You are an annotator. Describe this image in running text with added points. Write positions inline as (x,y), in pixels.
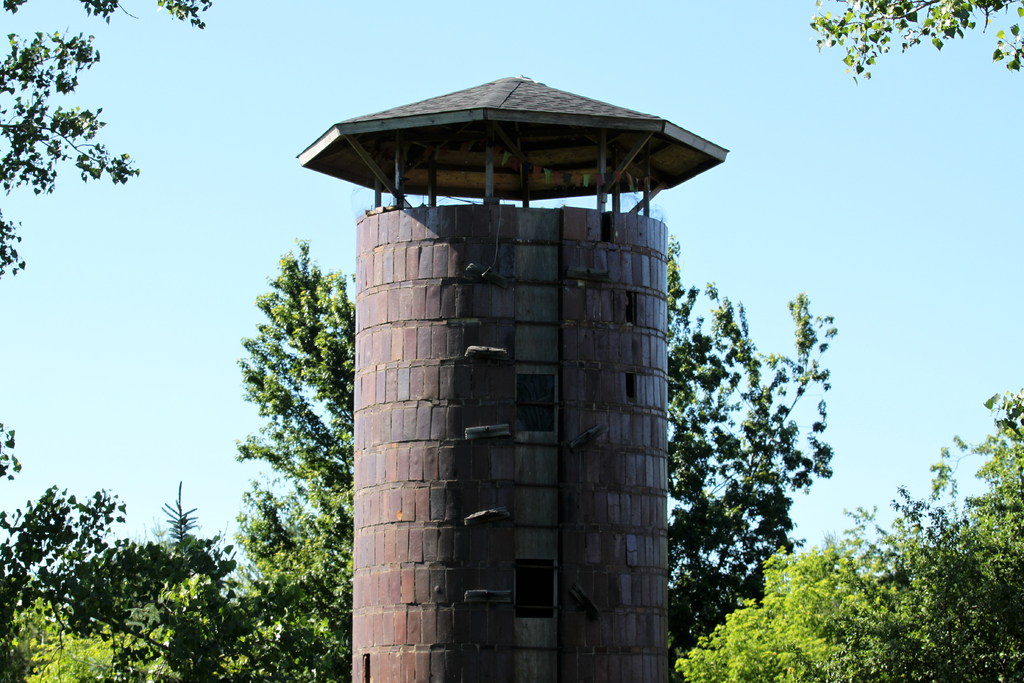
In this image in the foreground (446,321) there is an object (434,402), it look like a minaret (615,292), on which there is a roof (411,135), behind it there are some trees (801,302), the sky (905,106).
